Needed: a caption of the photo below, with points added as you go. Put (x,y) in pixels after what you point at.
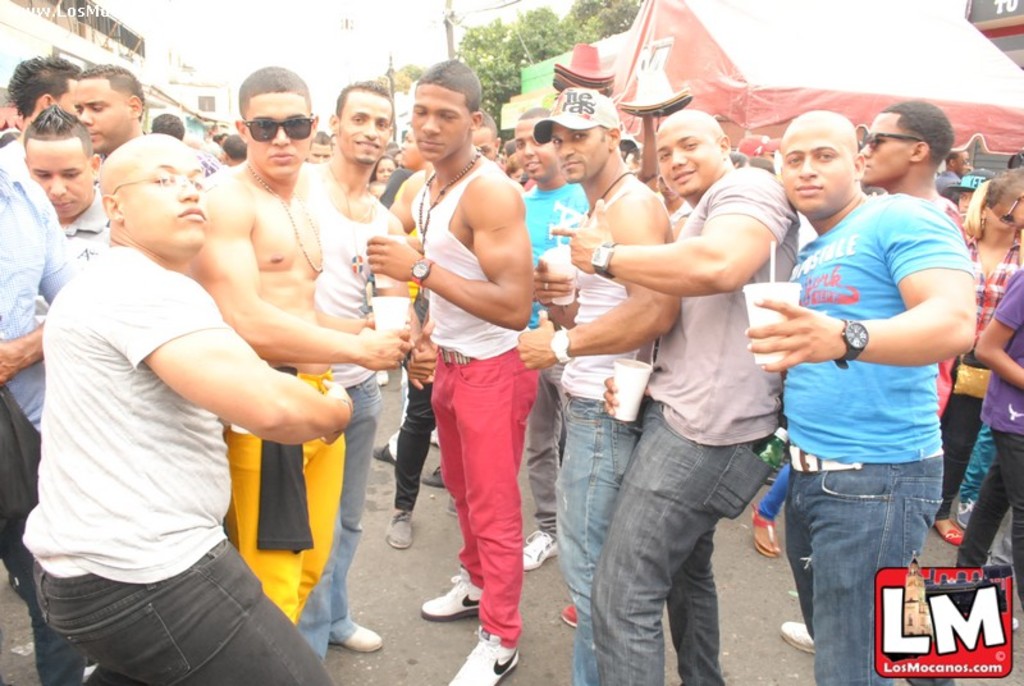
In this image I can see number of people (481,250) are standing, I can see few of them are wearing shades (267,125) and few are wearing caps (978,175). In the background (981,159) I can see a few buildings (130,69), trees (487,94), a tent (700,59) and here I can see a watermark (976,588).
